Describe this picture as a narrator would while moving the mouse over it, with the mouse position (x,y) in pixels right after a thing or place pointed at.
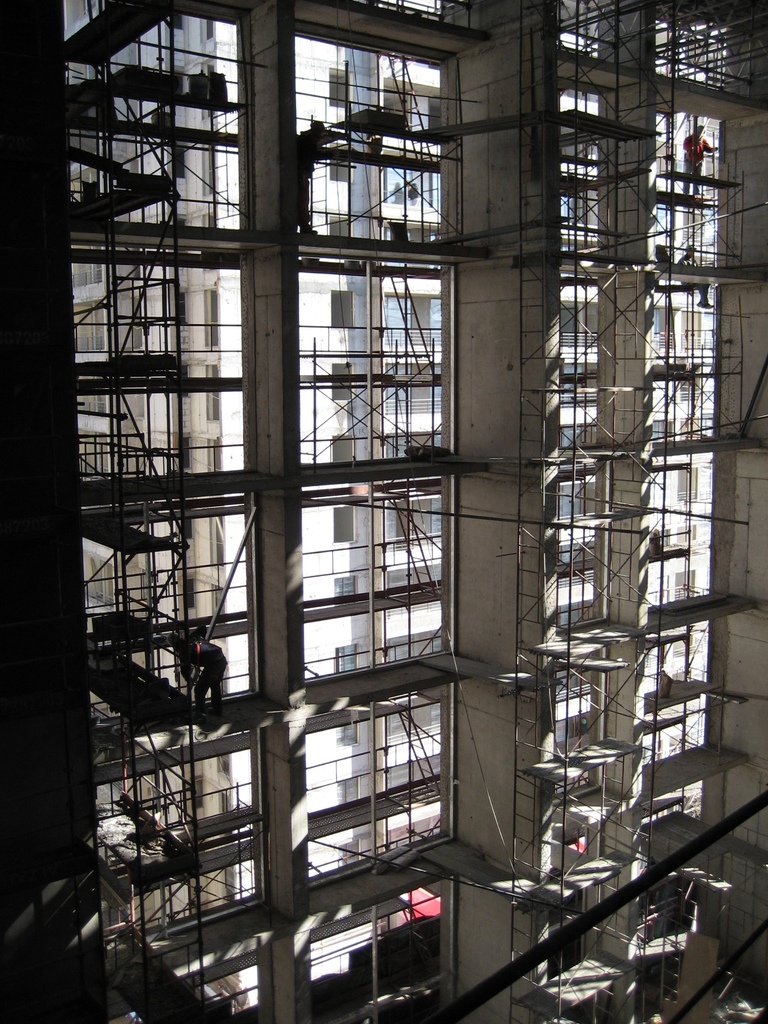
In this image, I can see the buildings (401,302), which are construction in progress. I can see a person (703,150) standing and working. I think these are the ladders (405,317). Here is another person (221,704) standing. I can see the pillars (266,171) of the building (510,406).
